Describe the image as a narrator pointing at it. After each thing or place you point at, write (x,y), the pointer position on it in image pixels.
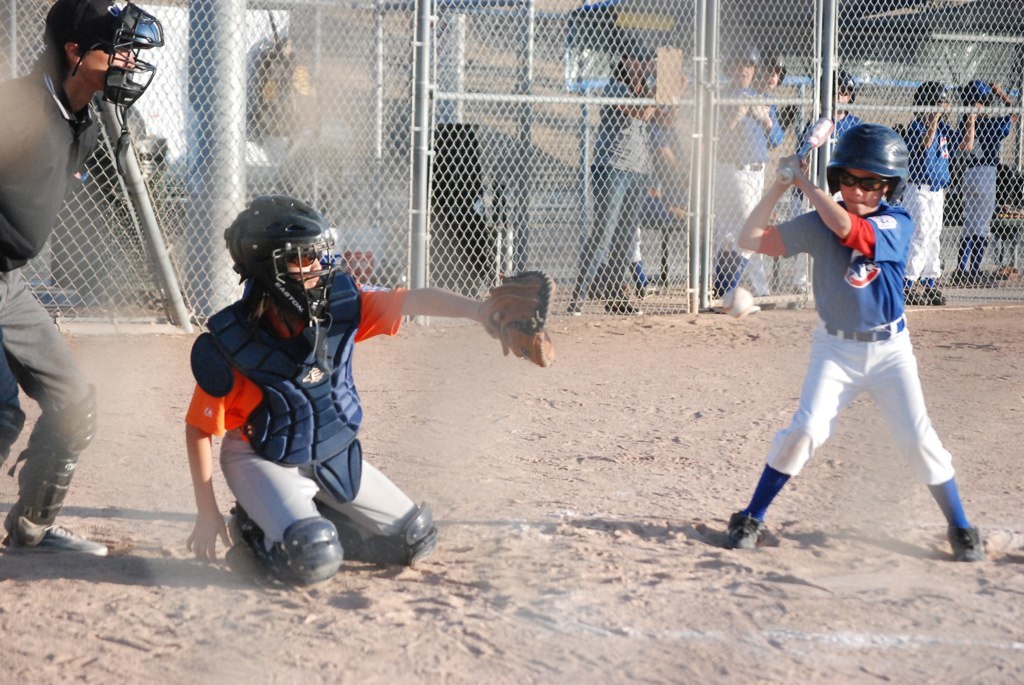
In this image we can see two boys (284,390) are playing baseball. They are wearing helmets (860,156). Left side of the image (44,79) one man (30,172) is standing. He is wearing black t-shirt (33,186), grey pant (63,375) and black helmet (114,38). Background of the image (240,109), fencing (382,139) is there and children (938,100) are standing and watching the game.
